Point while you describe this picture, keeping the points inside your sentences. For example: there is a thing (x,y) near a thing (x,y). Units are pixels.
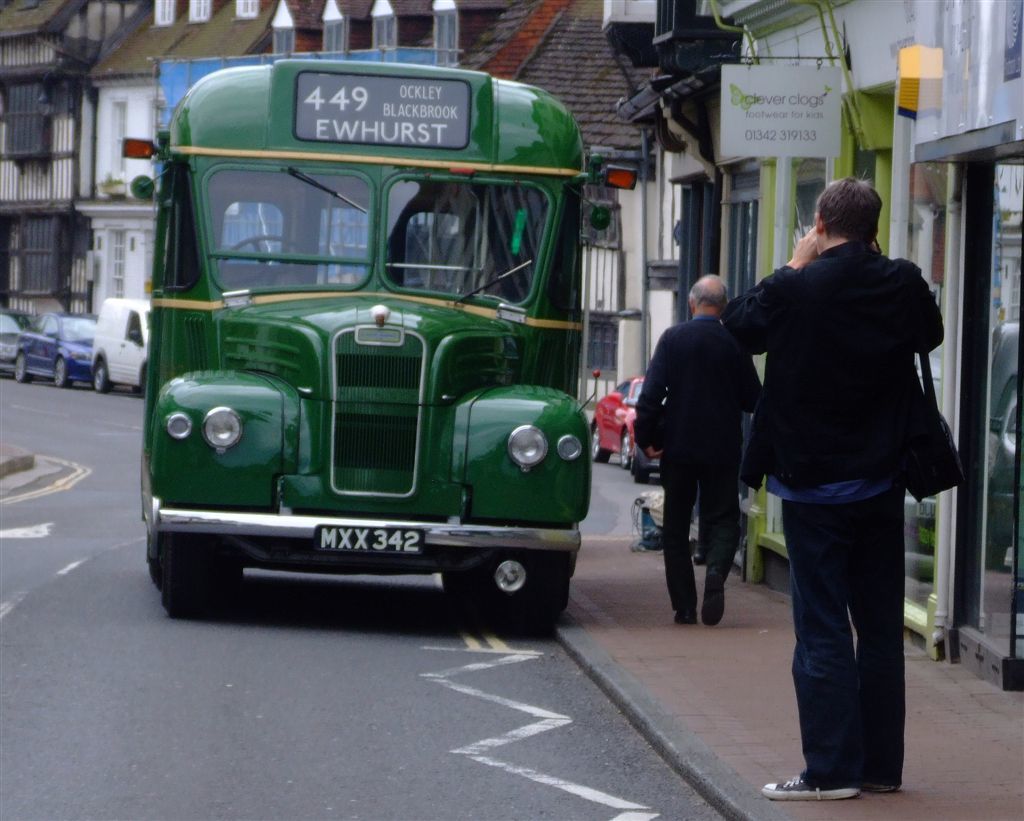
In the picture we can see a front view of the bus (216,414) on the road (339,792) and beside it, we can see a path (893,818) with two men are standing near the shop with glasses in it and behind the bus (221,443) we can see some vehicles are parked near the houses (12,96).
